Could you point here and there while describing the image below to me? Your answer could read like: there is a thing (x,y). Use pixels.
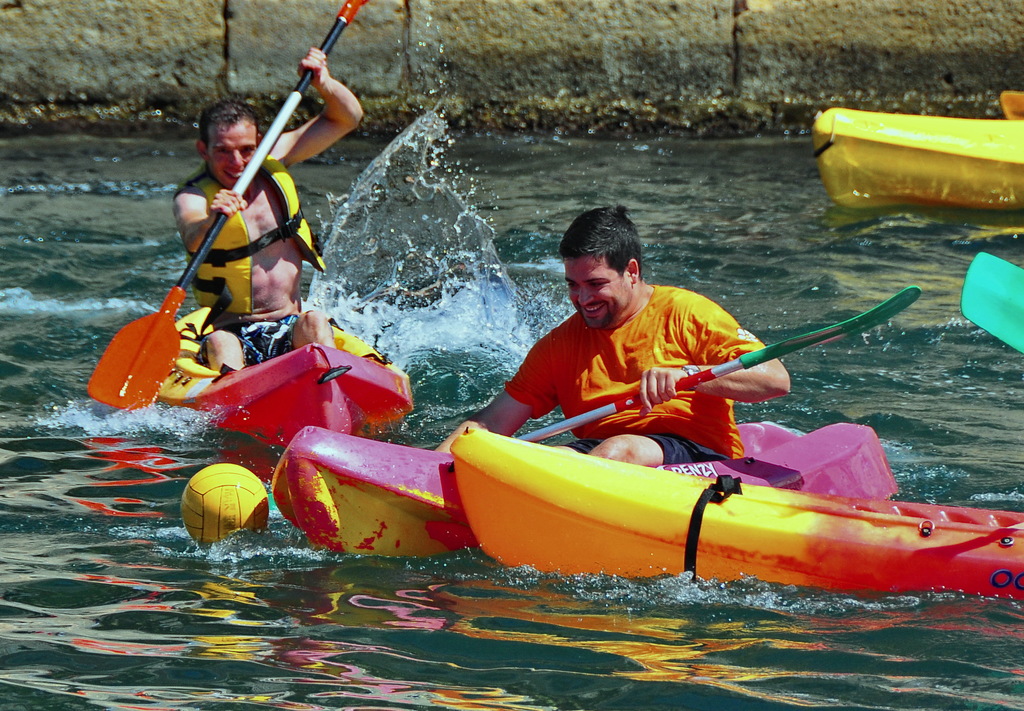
In the center of the image (378,381) there is water (643,648) and we can see boats (484,493) on the water (101,336). There are people (635,440) sitting in the boats (319,346). On the left (229,494) there is a ball (211,540). In the background (467,67) there is a wall (423,48).
